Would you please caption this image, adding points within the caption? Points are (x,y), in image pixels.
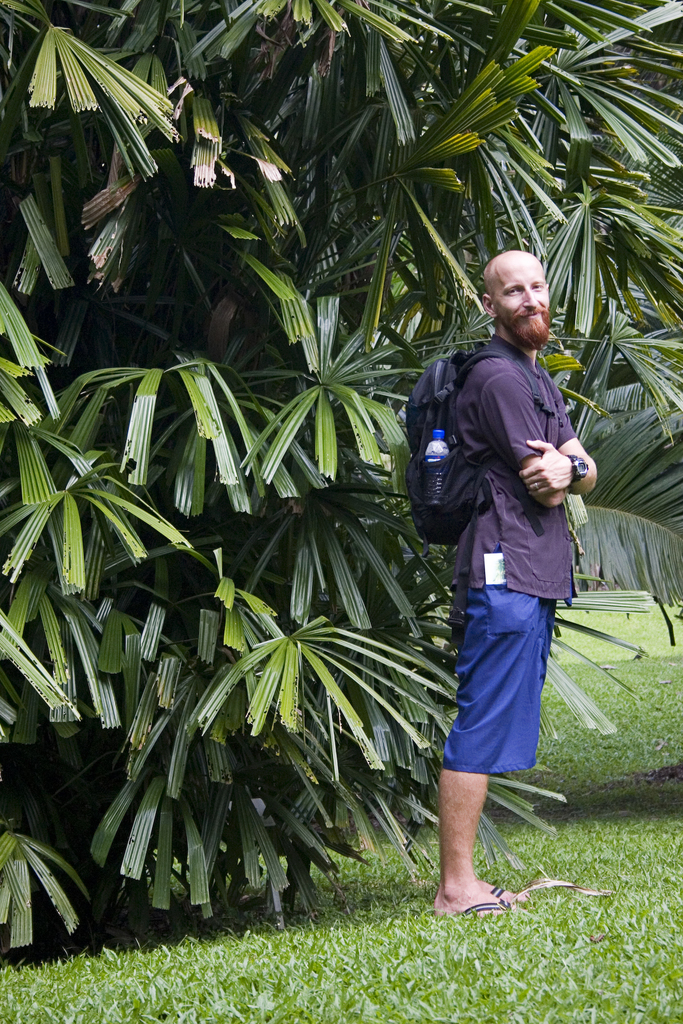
In this image we can see a person (517,626) wearing backpack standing on the ground (315,938). In the background (193,461) we can see trees (176,468).
